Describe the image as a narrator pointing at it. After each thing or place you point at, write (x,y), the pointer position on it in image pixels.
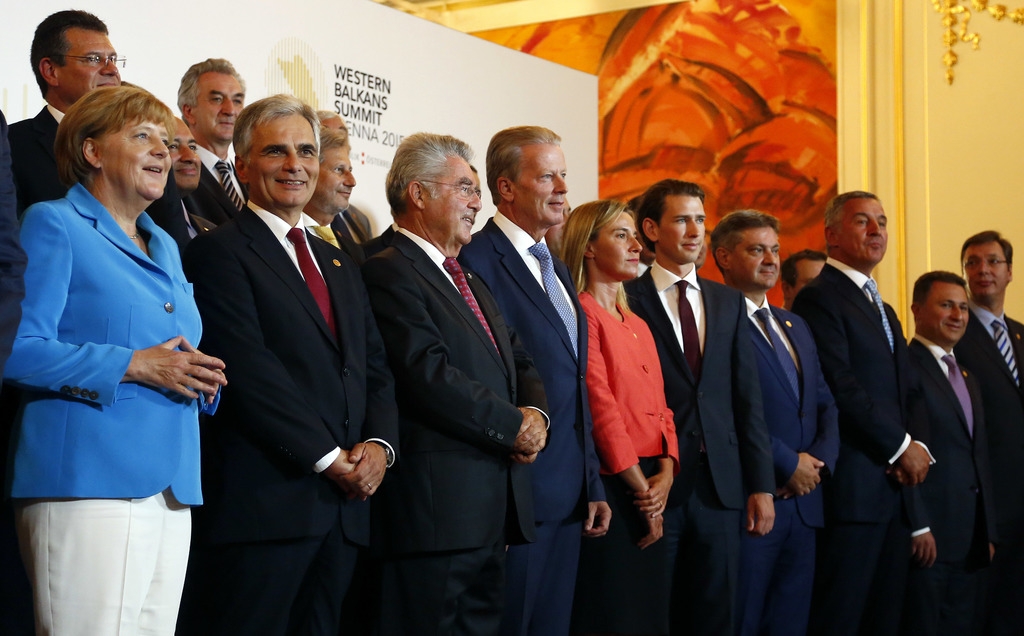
In the picture we can see a group of men (752,527) and two woman (80,268) are standing together, men (414,354) are in blazers (865,415), ties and shirts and women (83,527) are in shirts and behind them we can see a banner (169,36) with a name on it Western Balkans Summit and beside it we can see a wall (996,47) with a painting (806,81) on it.
